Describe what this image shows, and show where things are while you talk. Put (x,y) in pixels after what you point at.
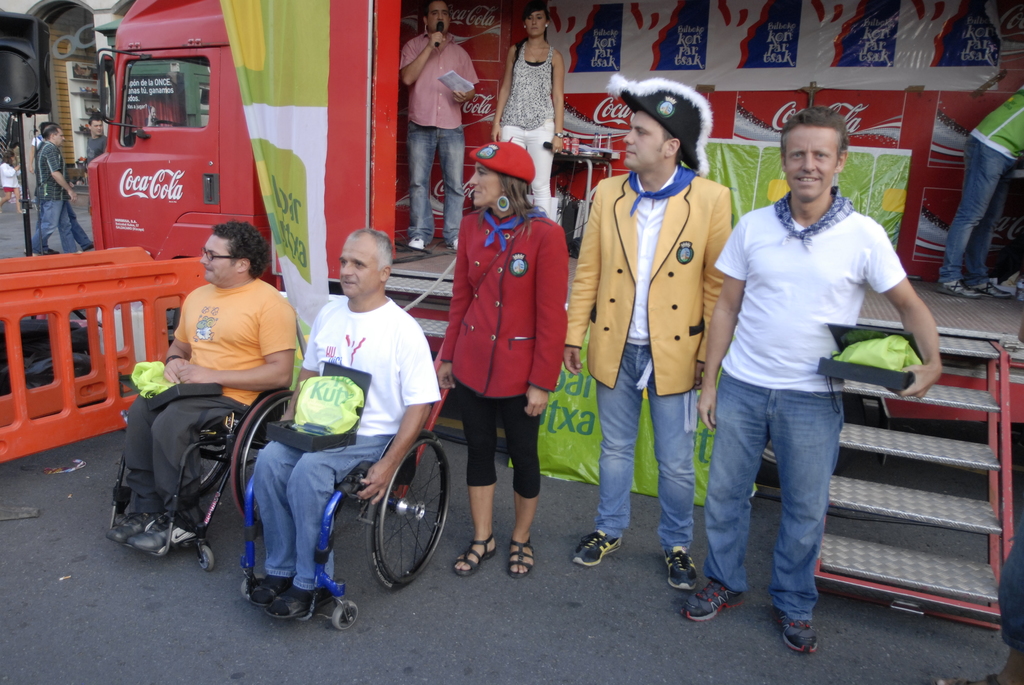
There are two persons (290,339) sitting on wheel chairs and keeping boxes (314,440) on their laps (160,407) on the road (76,606), near a three persons (501,338) who are standing. In the background (1008,183), there are two persons (524,144) on the stage (974,324), near a table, there is a person (974,194) standing, there is a banner (288,24), hoarding (834,38), there are persons (40,237) standing on the road (95,460), there is a vehicle (142,178), there are buildings (85,13) and other objects (61,262).
